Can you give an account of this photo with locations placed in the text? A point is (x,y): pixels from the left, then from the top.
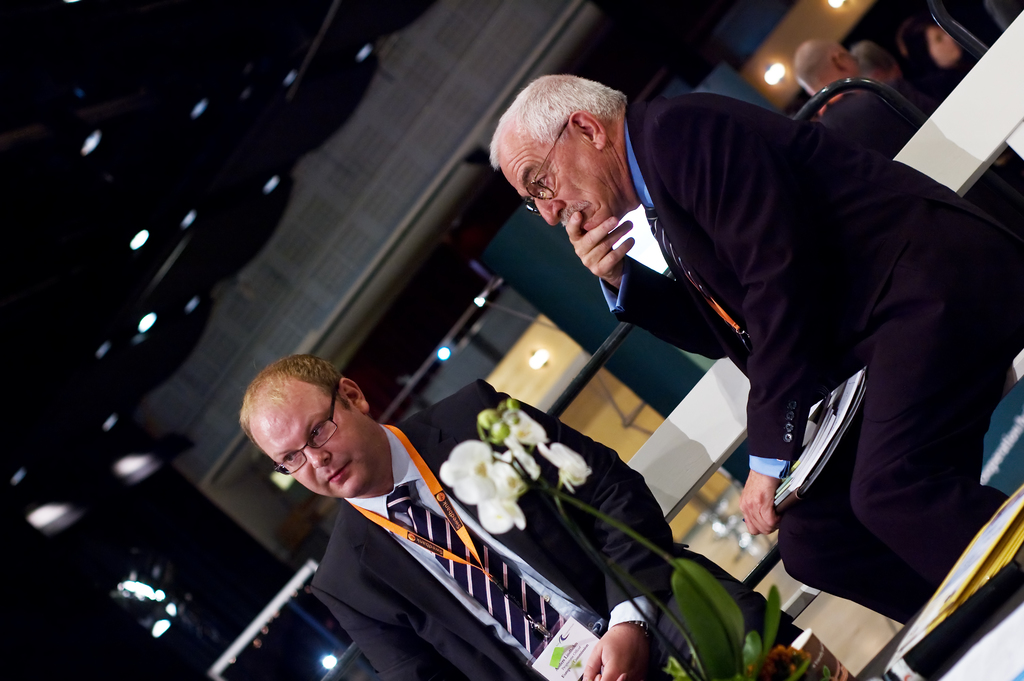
In this image, we can see people (546,210) sitting on the chairs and are wearing glasses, id cards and coats (622,579) and one of them is holding some books (812,472). In the background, there are lights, stands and we can see some other people (898,80). At the top (199,158), there is a roof (199,178).
